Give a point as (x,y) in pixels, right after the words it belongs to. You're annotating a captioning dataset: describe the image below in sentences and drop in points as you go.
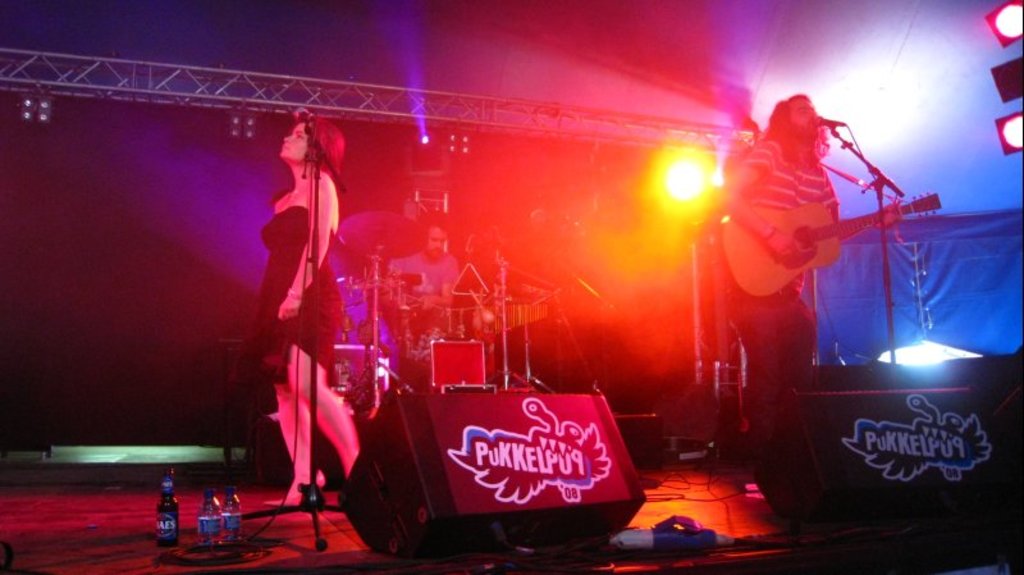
There are few people (450,281) on the stage (256,501) performing by playing musical instruments (764,212). On the stage (133,539) there is a beer bottle (166,525) and water bottles (211,527). In the background (106,88) we can see lights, poles (260,73).
